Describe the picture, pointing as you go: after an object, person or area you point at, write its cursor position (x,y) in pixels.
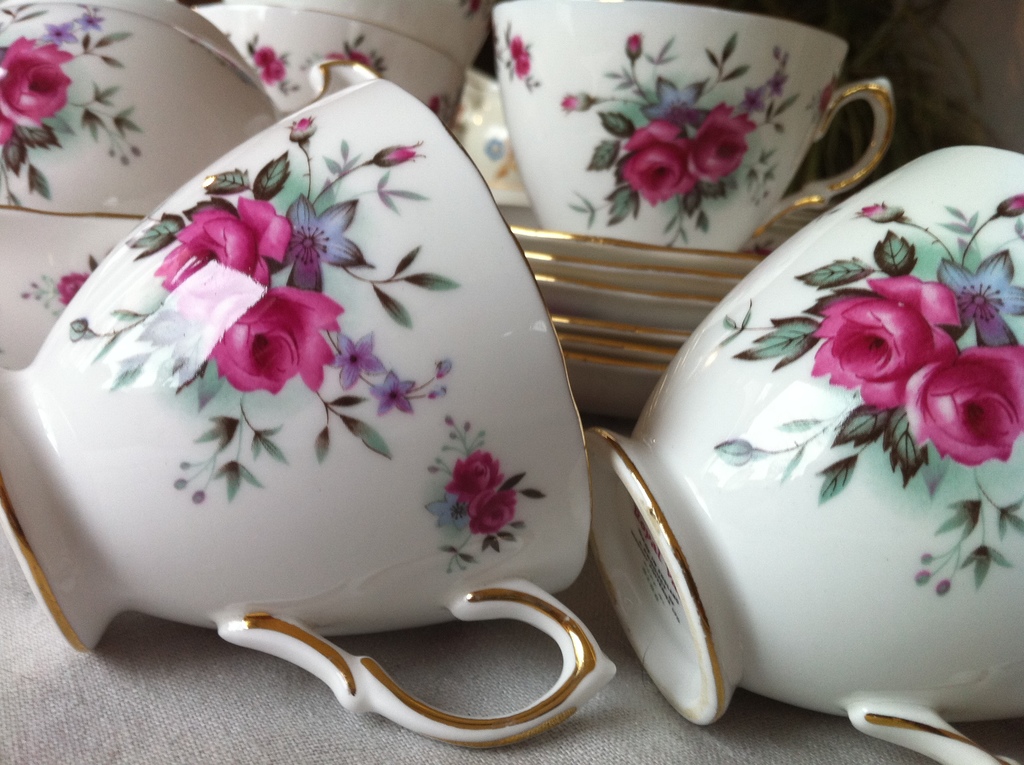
There are cups (426,185) and saucers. On that there is a design (243,239) of flowers (254,320), leaves (335,173) and buds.
